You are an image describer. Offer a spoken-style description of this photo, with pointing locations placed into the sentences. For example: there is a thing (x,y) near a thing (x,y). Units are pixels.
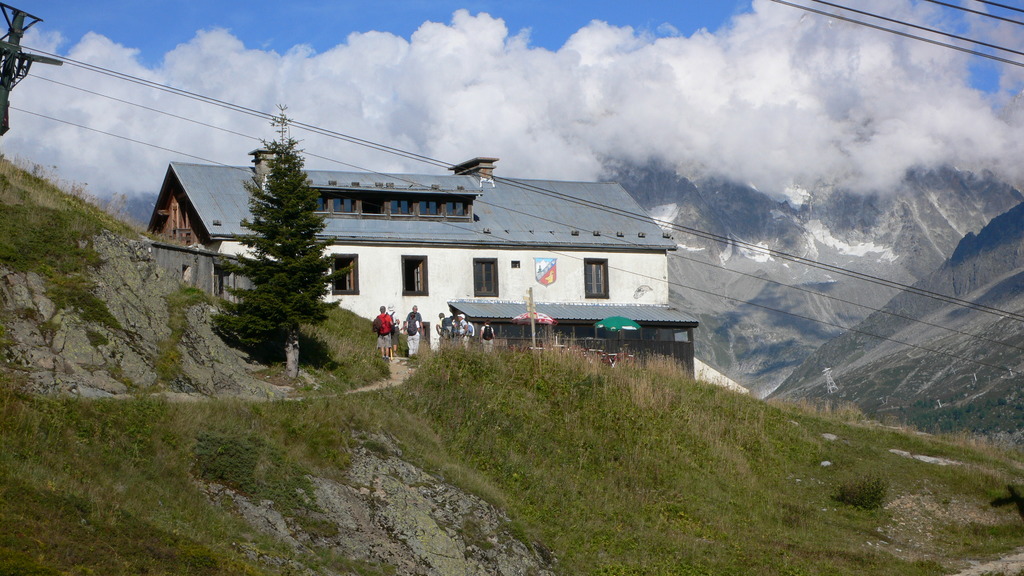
In this image there is a house (443,253) in the middle (502,253). At the top (441,44) there is the sky (441,44). In the background (839,254) there are snow mountains (870,243). At the bottom (283,503) there is grass (283,503). In the middle (382,319) there are few people (397,332) standing on the ground (401,377).
